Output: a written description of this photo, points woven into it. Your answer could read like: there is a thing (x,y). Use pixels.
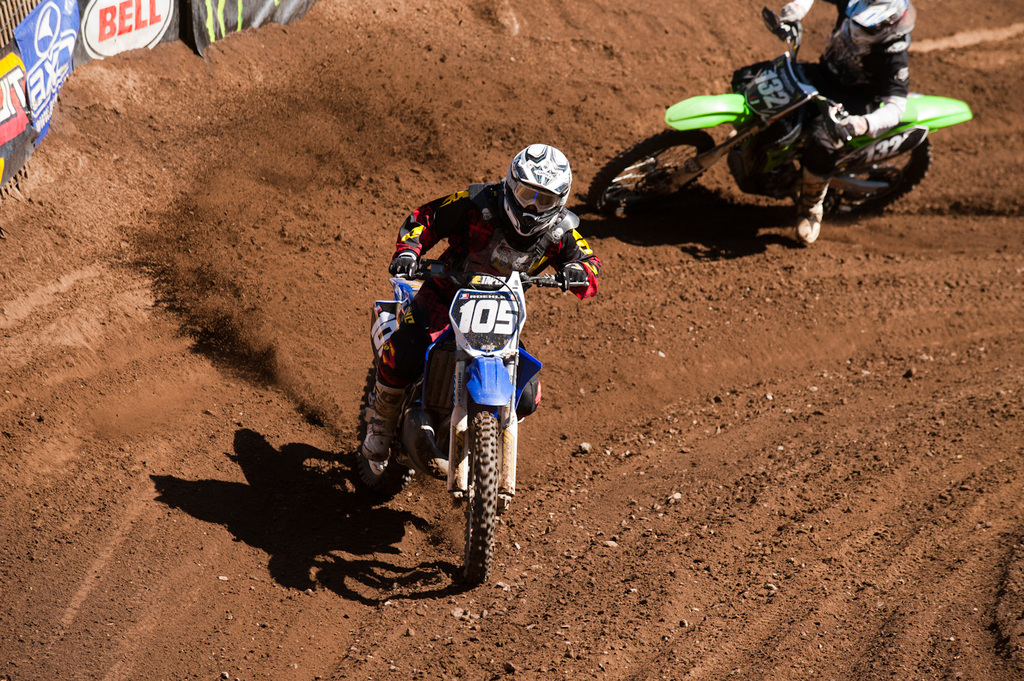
As we can see in the image there are two people (536,205) riding motorcycles (455,496) and there are banners (29,74) on the left side (120,17).
